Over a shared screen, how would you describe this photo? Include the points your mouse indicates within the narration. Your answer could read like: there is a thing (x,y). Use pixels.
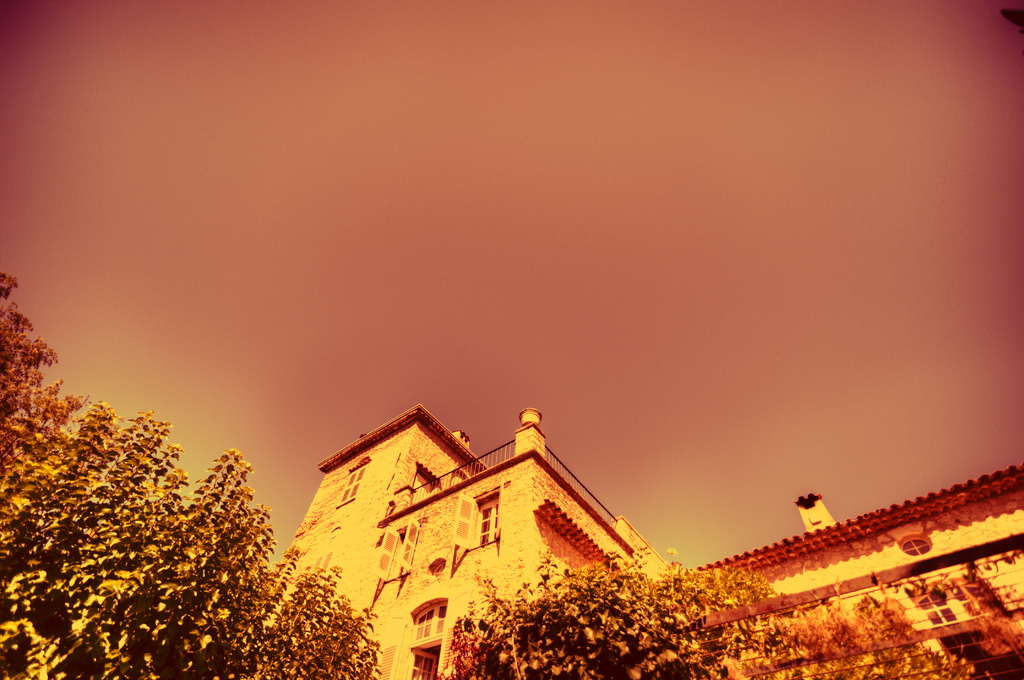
At the bottom of the picture (201,534), we see trees (648,640) and behind that, there are buildings (460,499) in white color. In the background (707,310), we see the sky (407,285) and it is blurred in the background (622,243). This picture might be an edited image.
